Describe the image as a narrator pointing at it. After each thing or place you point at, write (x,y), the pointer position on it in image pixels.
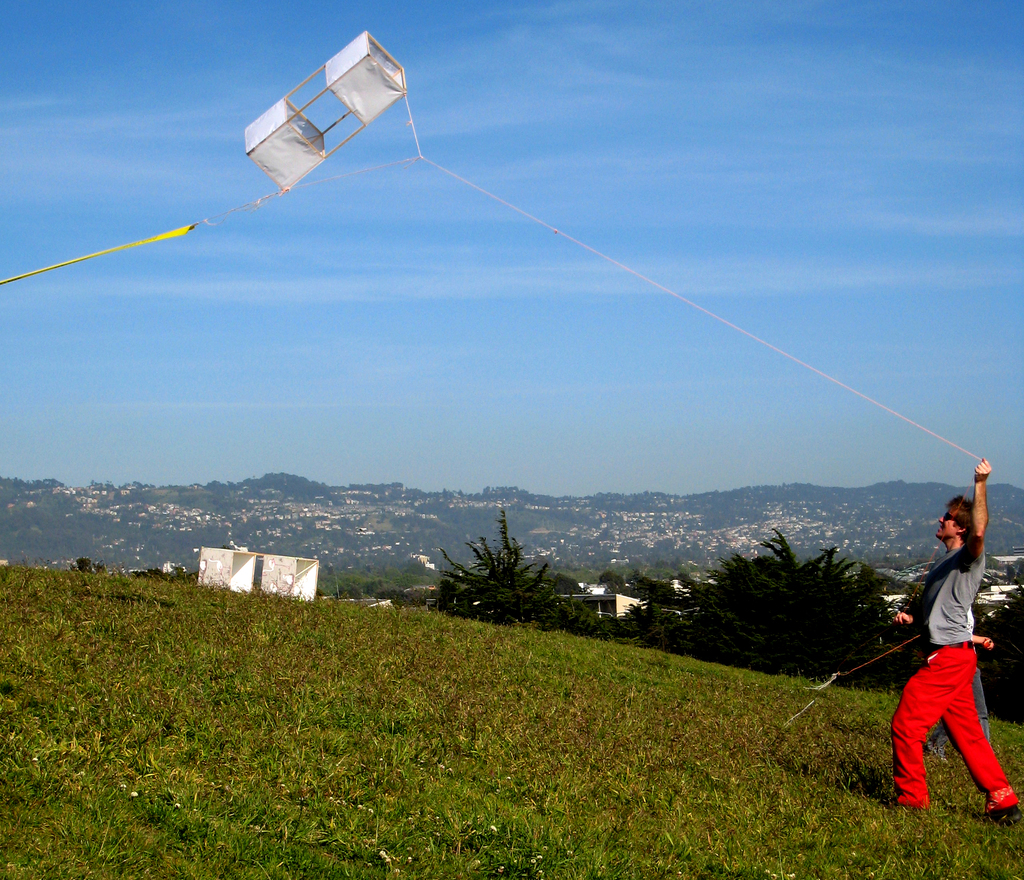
In this picture we can see two persons (967,727) walking on the ground (611,713) where a person (943,622) holding a thread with his hand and in the background (187,549) we can see trees (557,575), hills (396,489), sky (686,481) with clouds (451,301).
